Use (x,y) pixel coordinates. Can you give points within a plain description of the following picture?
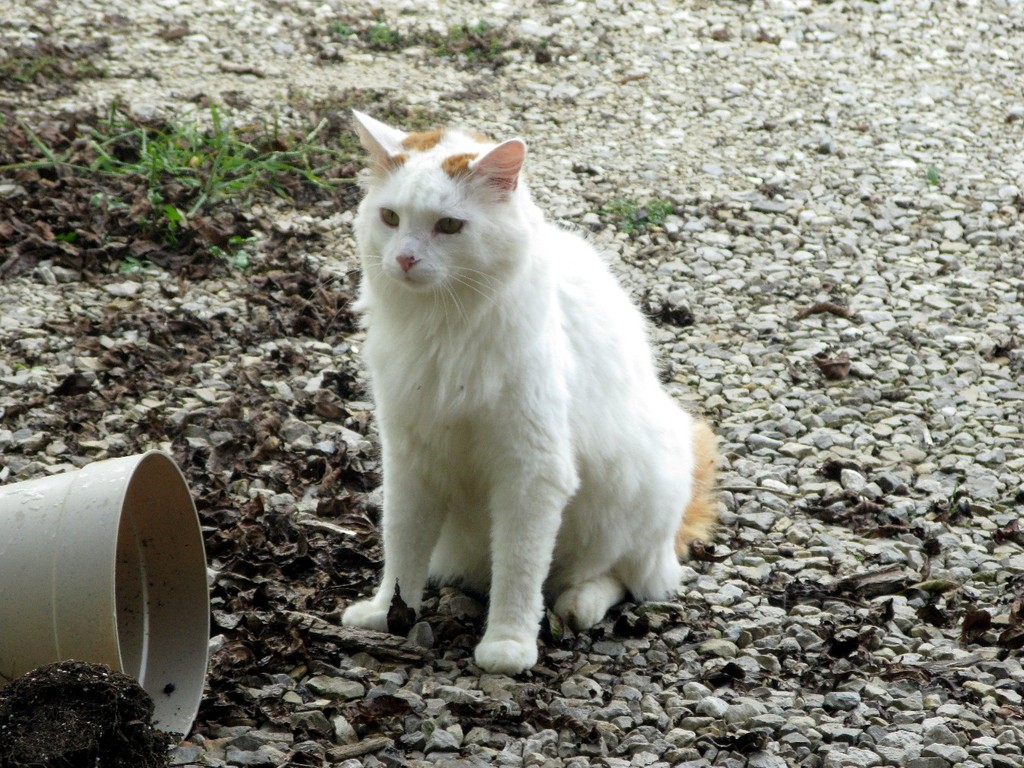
In this image I can see a white colour cat (501,163) over here. I can also see grass (185,226) and a bucket (6,537).
